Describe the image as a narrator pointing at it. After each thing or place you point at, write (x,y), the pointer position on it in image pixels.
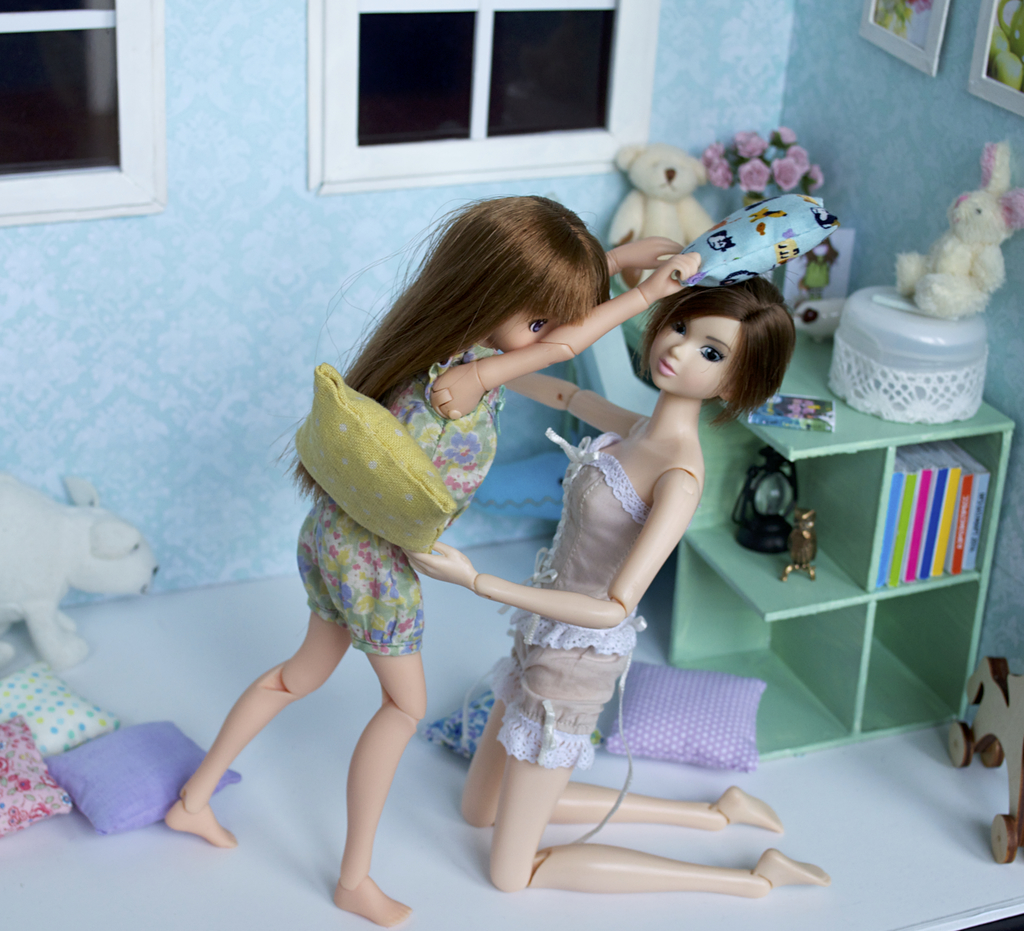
In this image I can see two barbie dolls (571,585), few pillows (164,789), toys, windows (467,153), few frames (997,70) are attached to the wall (824,120). I can see few objects (883,305) on the table (831,435) and I can see the book rack (818,549) and few objects (917,520) in it.
